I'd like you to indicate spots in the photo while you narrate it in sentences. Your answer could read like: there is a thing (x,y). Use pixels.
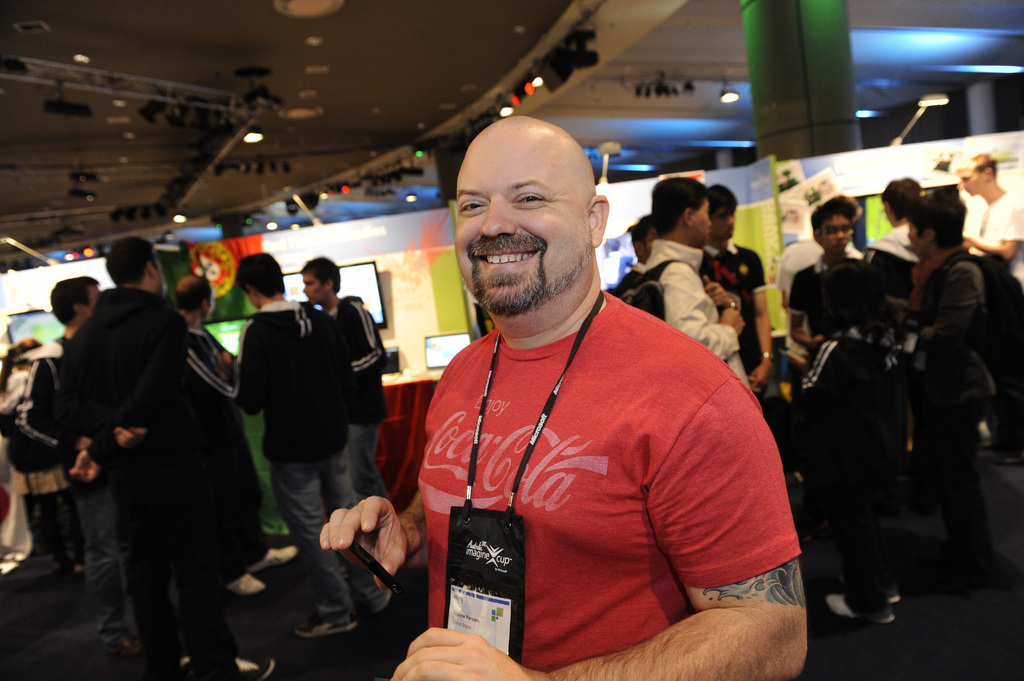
In the middle (671,454) a man (681,505) is standing, he is smiling, he wore a t-shirt (672,441). On the left side (15,379) a group of people (284,404) are standing and looking at that side.
